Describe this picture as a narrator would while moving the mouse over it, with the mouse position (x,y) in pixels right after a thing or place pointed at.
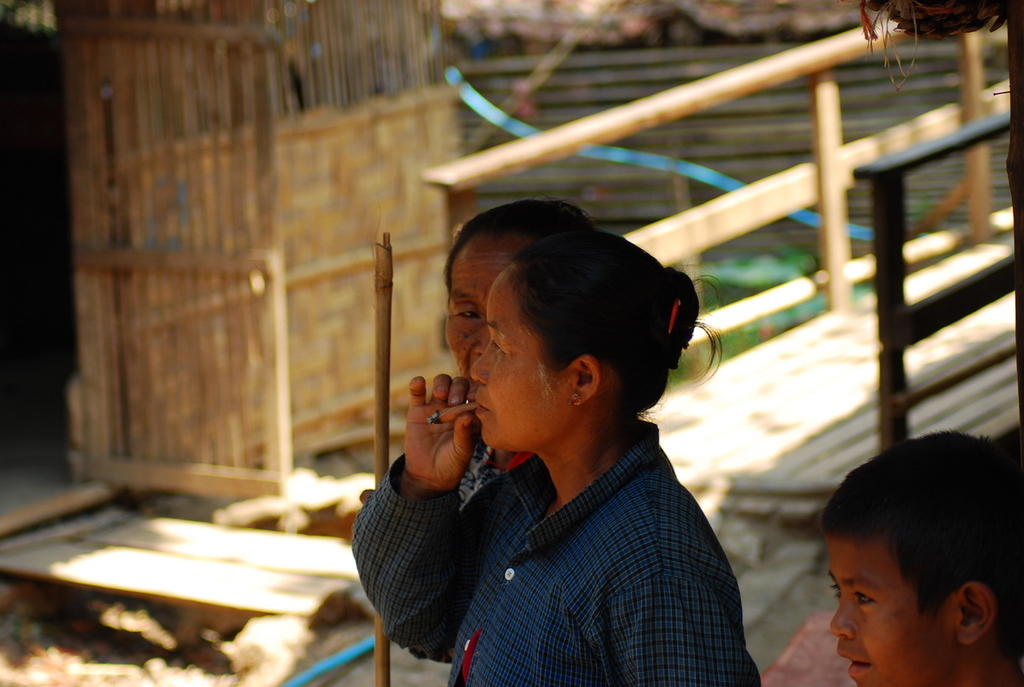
In this image there is a person (513,494) holding some object (460,412). Beside her there are two other people (974,662) standing. There is a wooden bridge (970,242), railing (839,57). There is a wooden house (409,202).
